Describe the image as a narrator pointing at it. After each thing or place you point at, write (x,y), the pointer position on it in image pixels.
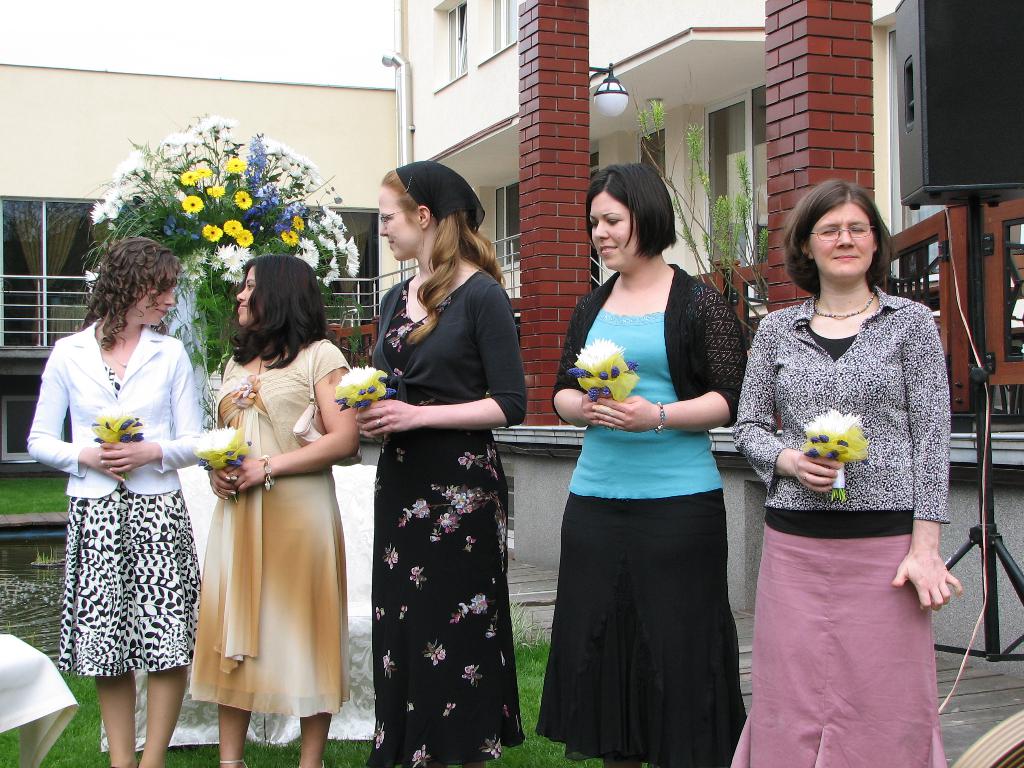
This image consists of five women (898,416) holding flowers (205,445) and standing. At the bottom (91,739), there is green grass (348,763). In the background (218,291), there is a plant (223,204) along with the flowers (211,265). On the right (964,179), there is a speaker (981,154). And we can see a building (16,178) along with the pillars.
